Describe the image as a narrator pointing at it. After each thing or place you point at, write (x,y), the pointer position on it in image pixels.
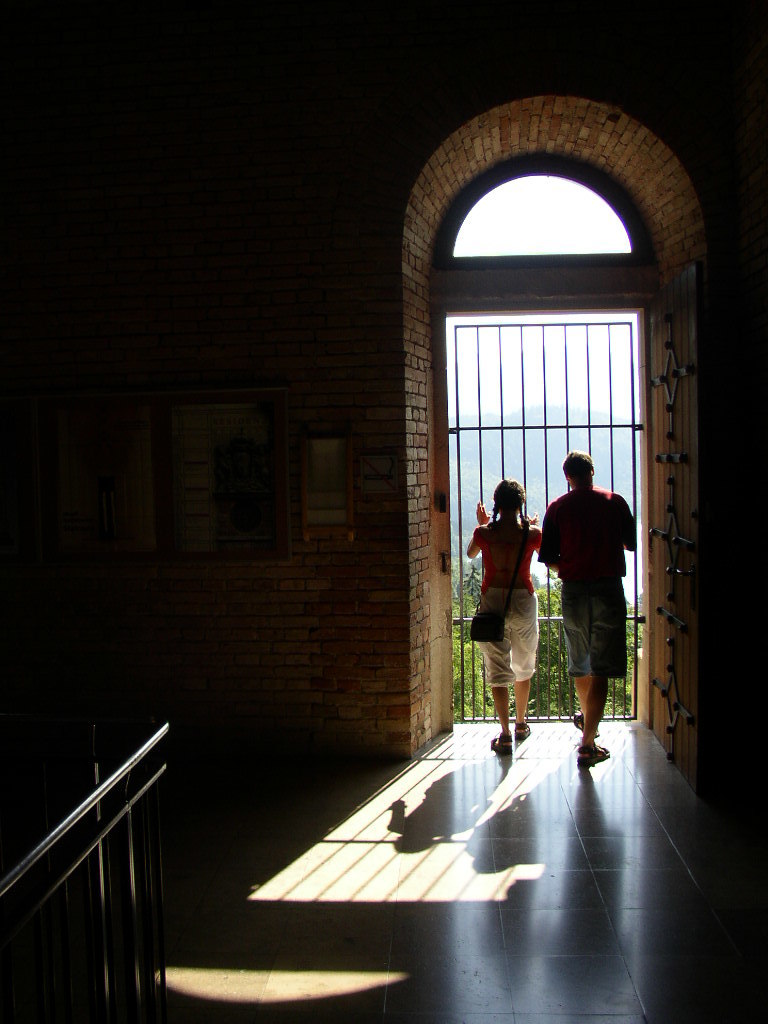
In this image a woman (522,618) and a man (609,624) are standing. They are holding the fence (480,479) which is attached to the wall (339,414). Left side (163,545) few frames (183,535) are attached to the wall (310,603). Left bottom there is a fence (89,979). Behind the fence (637,610) there are few plants (546,673) and trees (555,596).
